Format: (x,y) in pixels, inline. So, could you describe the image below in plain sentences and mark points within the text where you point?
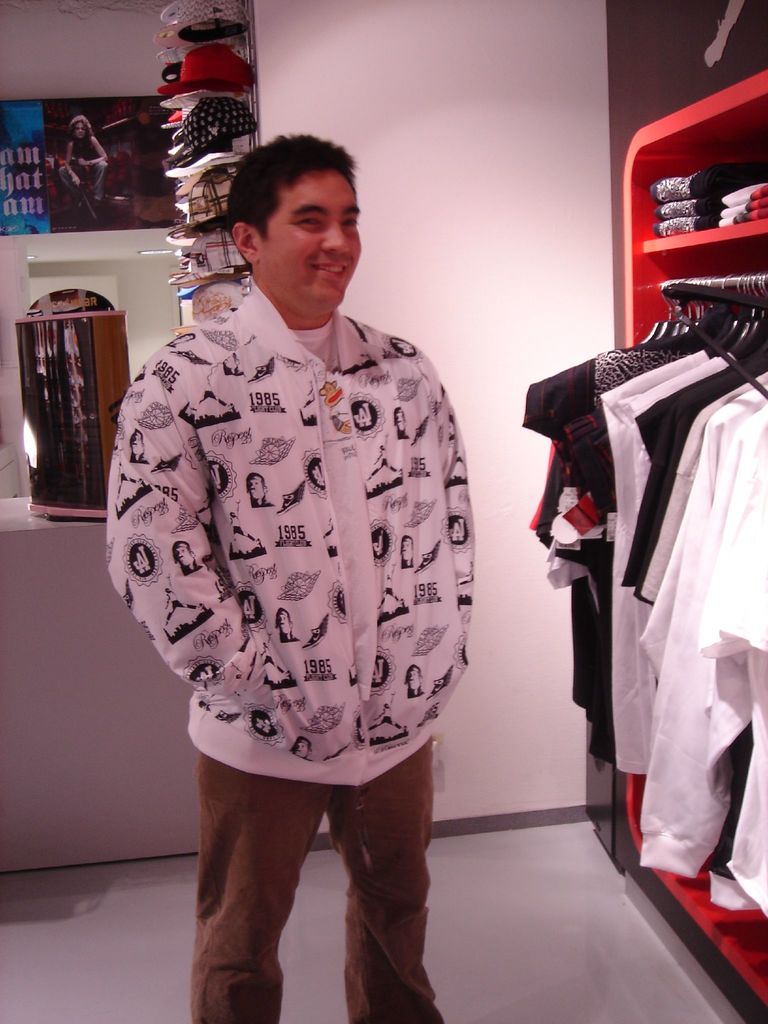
In this image I see a man (259,454) who is standing and I see that he is smiling and I see number of clothes (560,443) hanged over here and I see few more clothes (665,211) over here and in the background (384,154) I see the wall (402,145) and I see caps (179,233) over here and I see the poster (96,160) over here and I see the floor (505,874).
